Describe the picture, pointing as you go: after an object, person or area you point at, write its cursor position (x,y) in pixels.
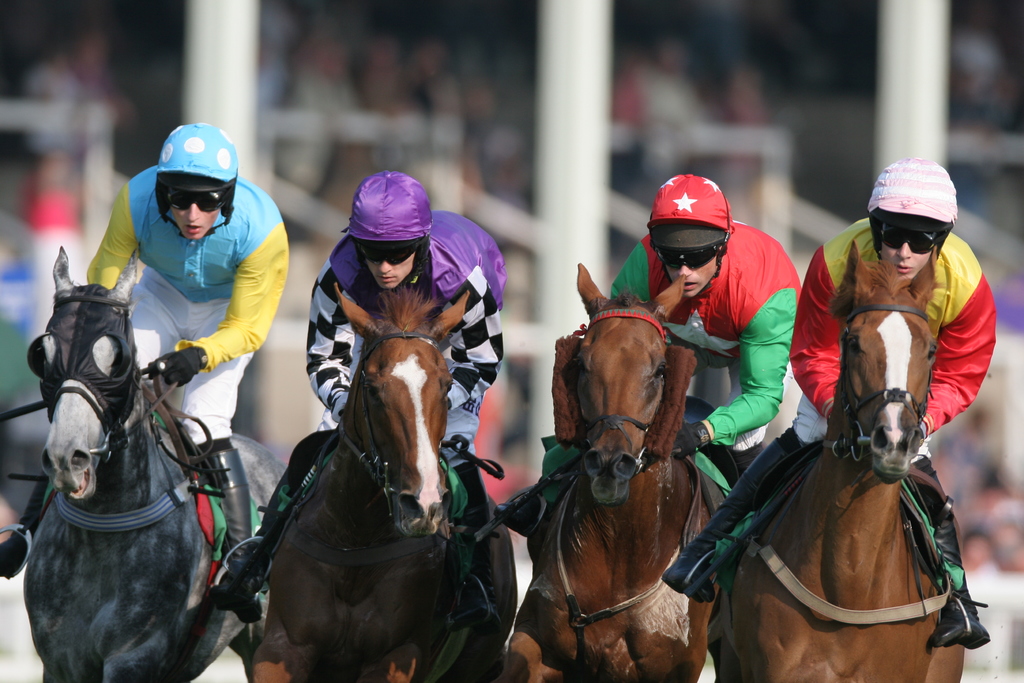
In the picture we can see four horses (79,602) with four people (456,434) are sitting on it and riding it and they are in sports wear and helmets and behind them we can see audience (54,224) are watching them and they are not clearly visible.
